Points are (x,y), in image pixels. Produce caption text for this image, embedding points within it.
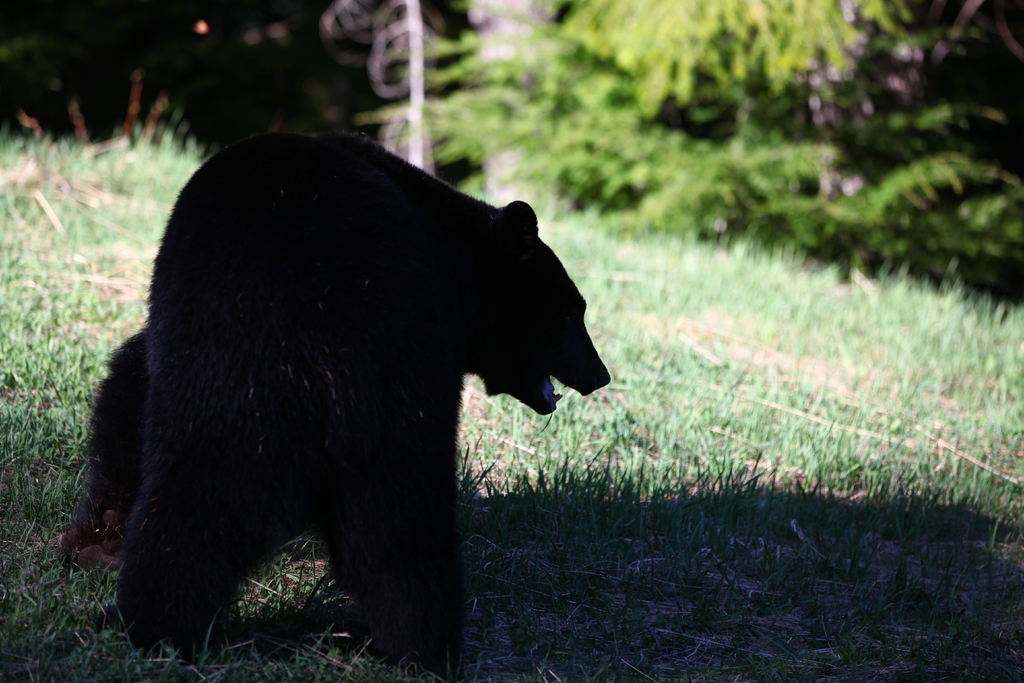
In the center of the image (384,387) there is a animal (384,387). At the bottom of the image (697,622) there is grass (709,564). In the background of the image (688,139) there are trees (457,97).
